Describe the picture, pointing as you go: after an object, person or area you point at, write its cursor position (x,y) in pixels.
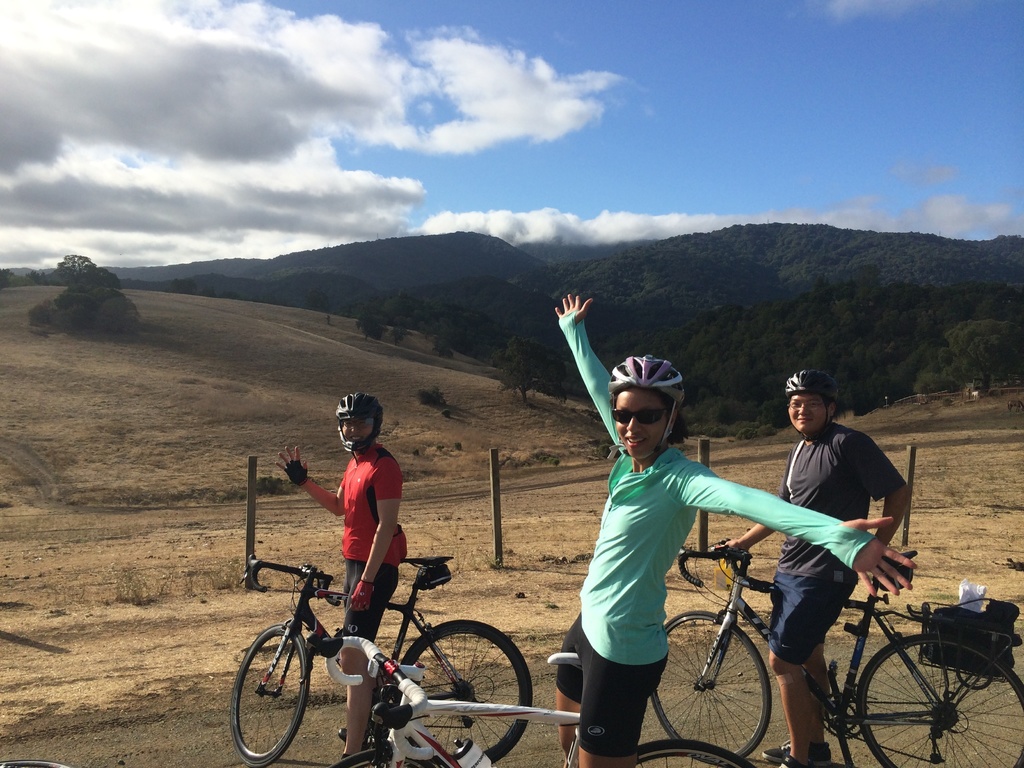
In this picture there are two men (815,614) and a woman (672,520) who are having a bicycle (848,672). The sky (703,107) is blue in color and cloudy. There is a plant (110,300).
